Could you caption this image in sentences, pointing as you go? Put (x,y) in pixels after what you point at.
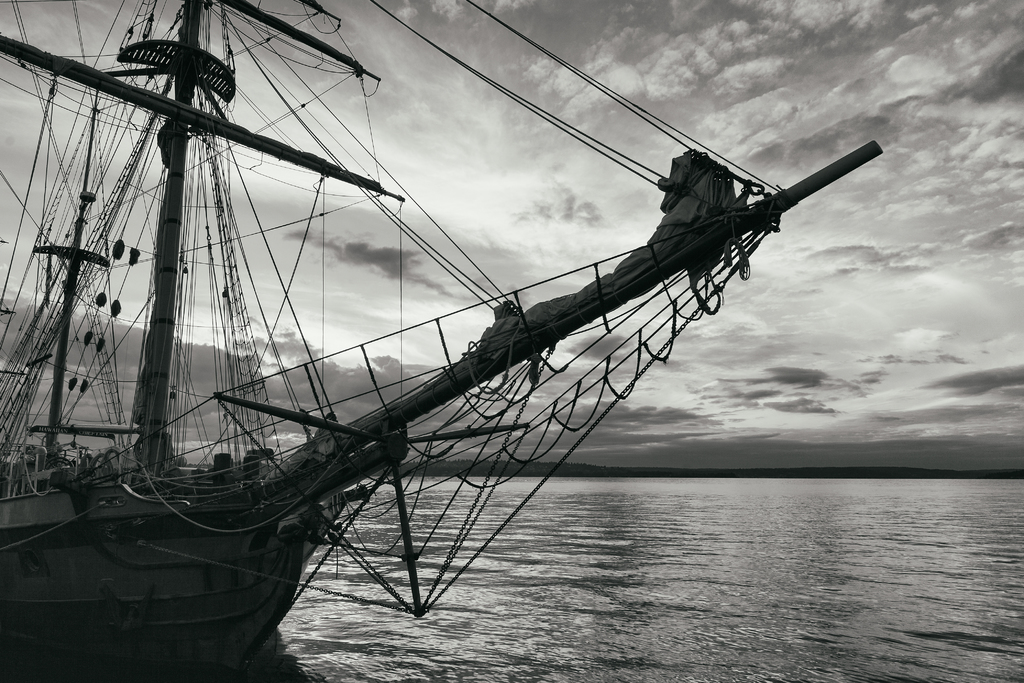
In this picture I can see the old ship (186,366) on which I can see many ropes (430,45), wooden poles (295,153) and clothes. In the background (1003,545) I can see the mountains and the river (844,587). At the top (740,58) I can see the sky (742,54) and clouds (684,28).
